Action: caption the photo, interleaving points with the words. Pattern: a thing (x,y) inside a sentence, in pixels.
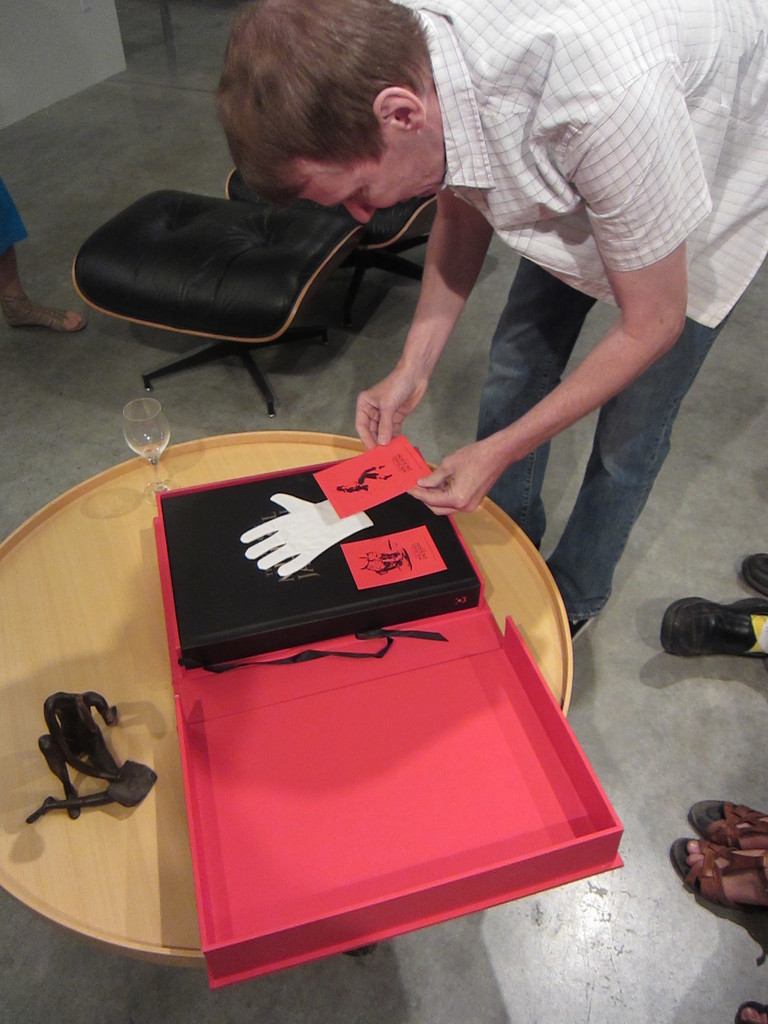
This is the man (536,410) standing and holding red color card (367,500) on his hands (380,444). This is a wooden table (127,610) with a wine glass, a book (208,629), and an object (155,782) placed on the table (141,674). This looks like a chair (270,240). At the right corner of the image (716,615) I can see footwear (731,840) of person (749,846).
